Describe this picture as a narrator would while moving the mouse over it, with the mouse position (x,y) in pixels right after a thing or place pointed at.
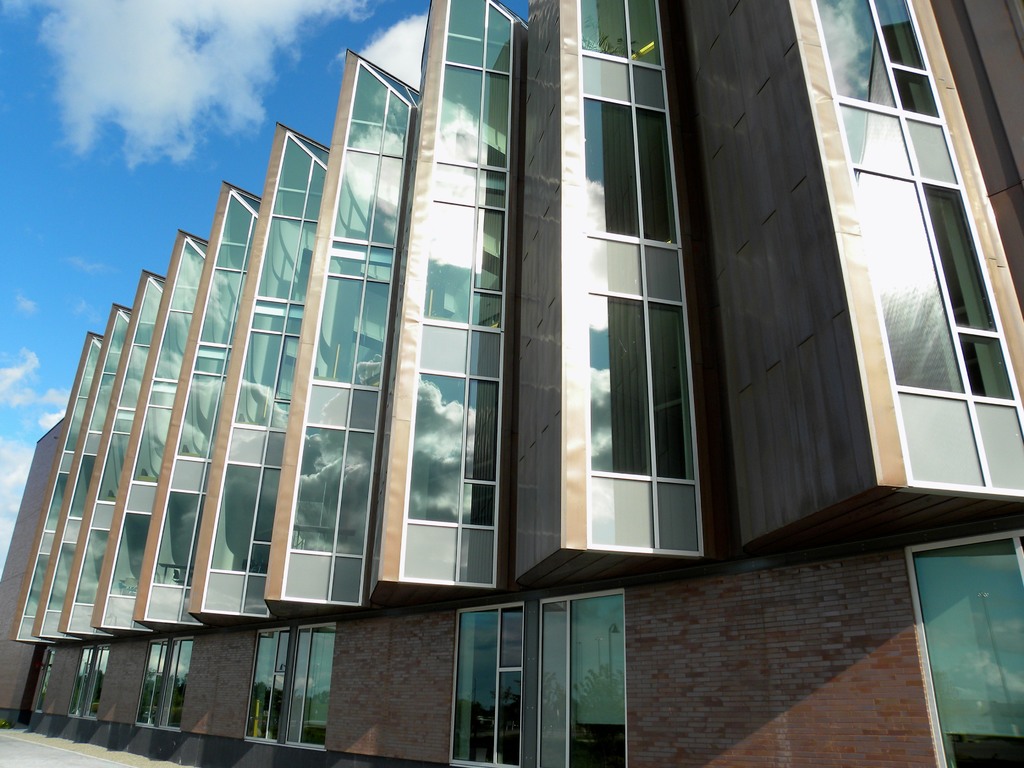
In this image there is a building (449,257) and at the background (192,167) there is sky (113,180).
